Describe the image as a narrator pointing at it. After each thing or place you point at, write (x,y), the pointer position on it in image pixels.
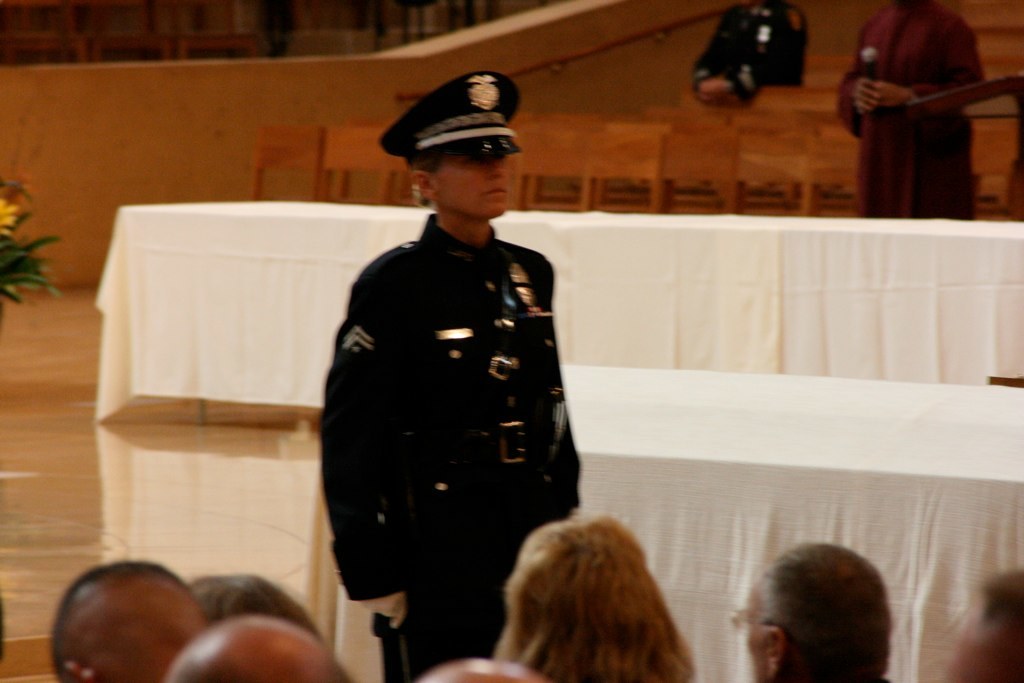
In the center of the image (527,355) there is a person (339,564) standing in a uniform (527,272). At the bottom of the image (229,602) there are people (226,674). In the background of the image (636,177) there are chairs (605,154).
